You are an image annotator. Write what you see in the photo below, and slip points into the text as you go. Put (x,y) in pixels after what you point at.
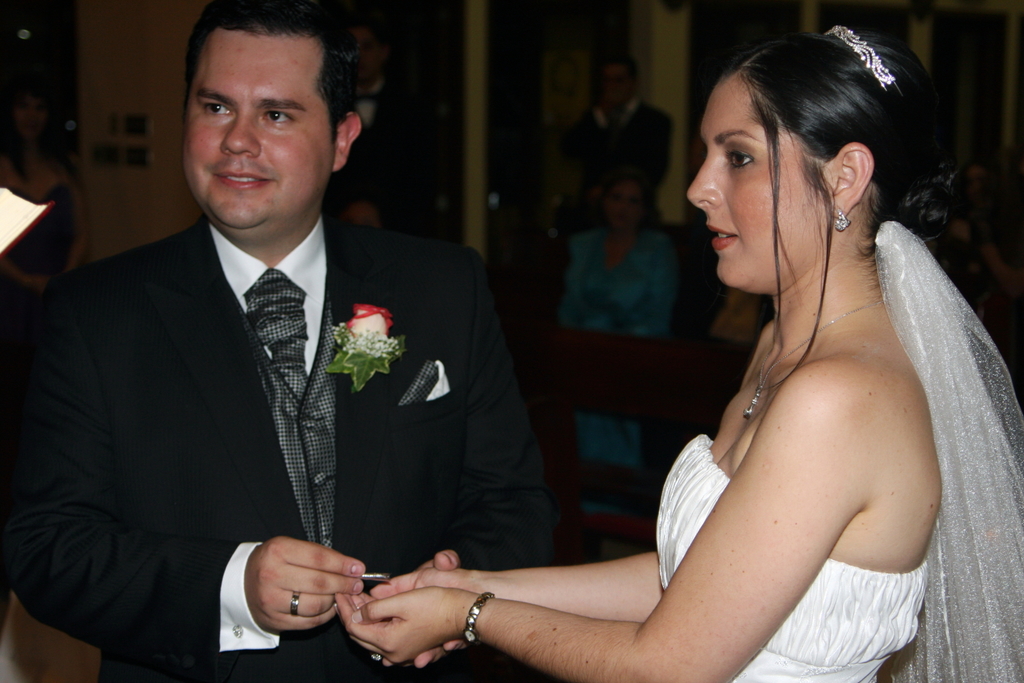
In the given image i can see a two people (1003,407) holding an object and in the background (611,215) i can see the other people (602,173).
